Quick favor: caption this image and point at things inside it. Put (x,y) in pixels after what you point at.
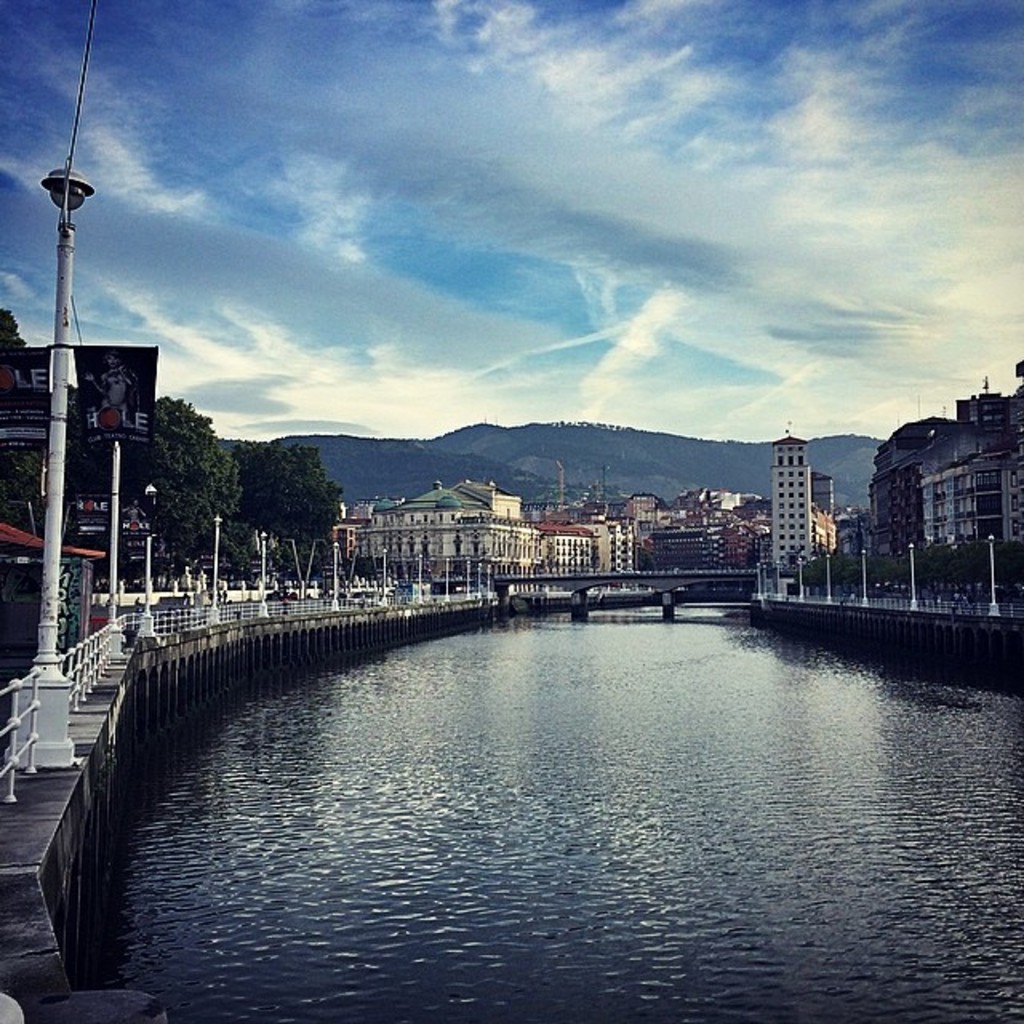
Here in this picture, in the middle (586,676) we can see water (547,687) present all over there and we can also see a bridge (748,584) present in the far over there and on the either side we can see a railing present and we can also see lamp posts (65,197), buildings (1002,530), plants (258,501) and trees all over there and in the far we can see mountains (862,482) covered with grass (568,465) and plants (409,473) present over there and we can see the sky (470,329) is partly covered with clouds (481,341) over there.
